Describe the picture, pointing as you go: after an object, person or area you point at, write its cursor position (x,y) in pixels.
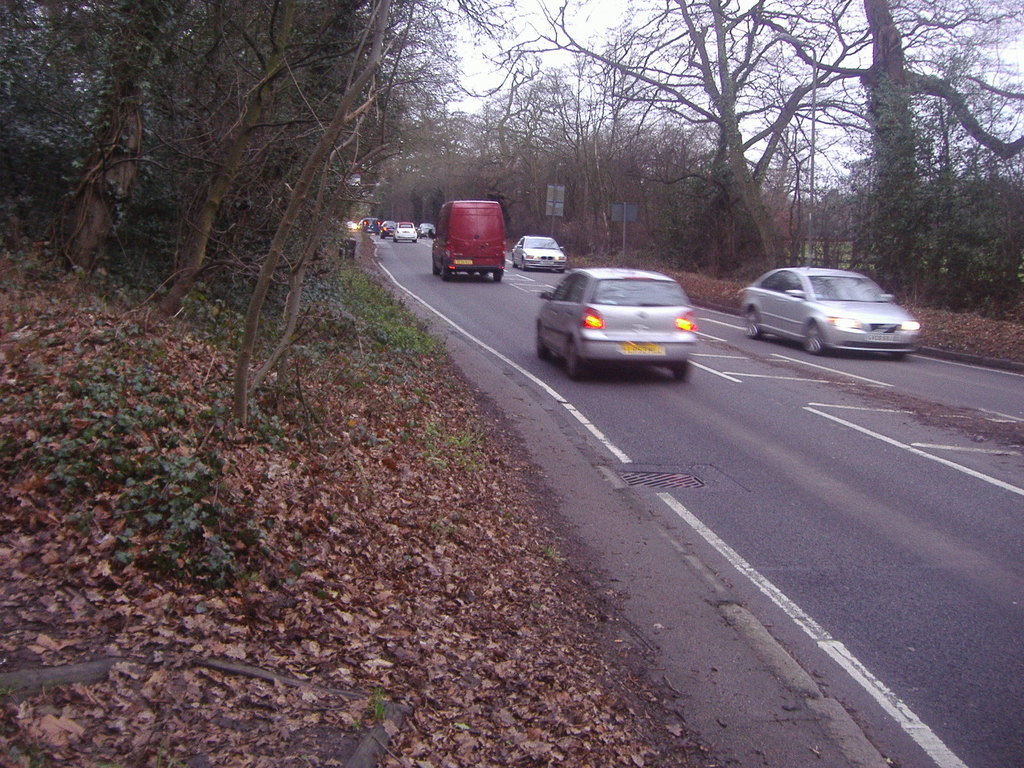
In this image I see the road (478,330) on which there are vehicles (474,264) and I see the trees (347,20) and the plants (317,271). In the background (481,31) I see the sky (574,65) and I see 2 boards (627,208) over here and I see the dried leaves (342,474).
